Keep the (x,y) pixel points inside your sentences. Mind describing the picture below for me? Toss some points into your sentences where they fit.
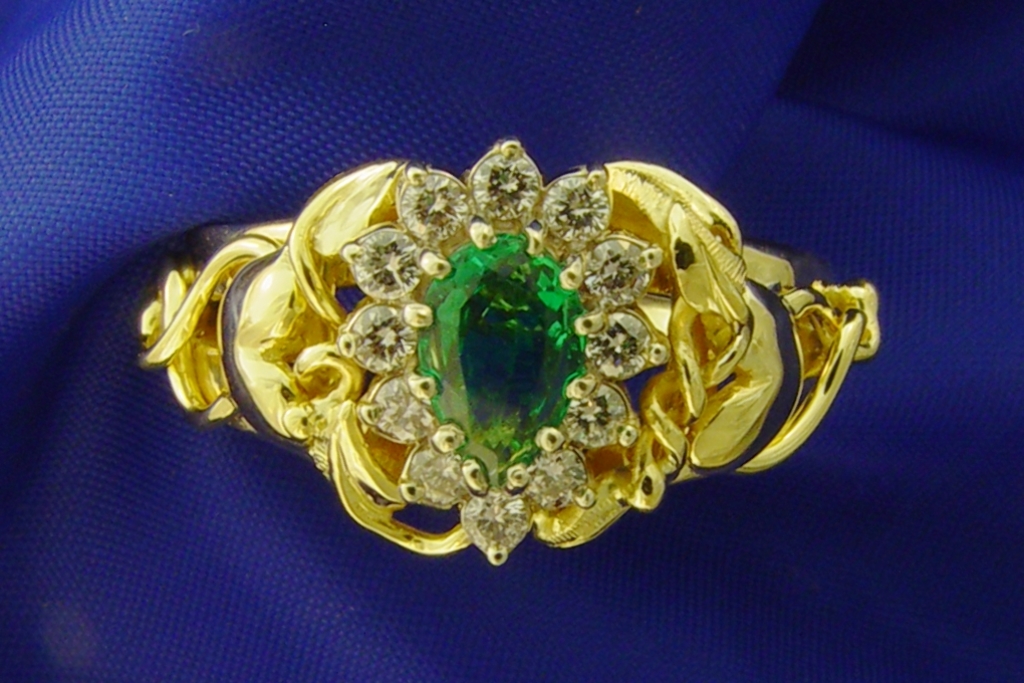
In this image we can see a ring (478,472) with some stones (620,371).
